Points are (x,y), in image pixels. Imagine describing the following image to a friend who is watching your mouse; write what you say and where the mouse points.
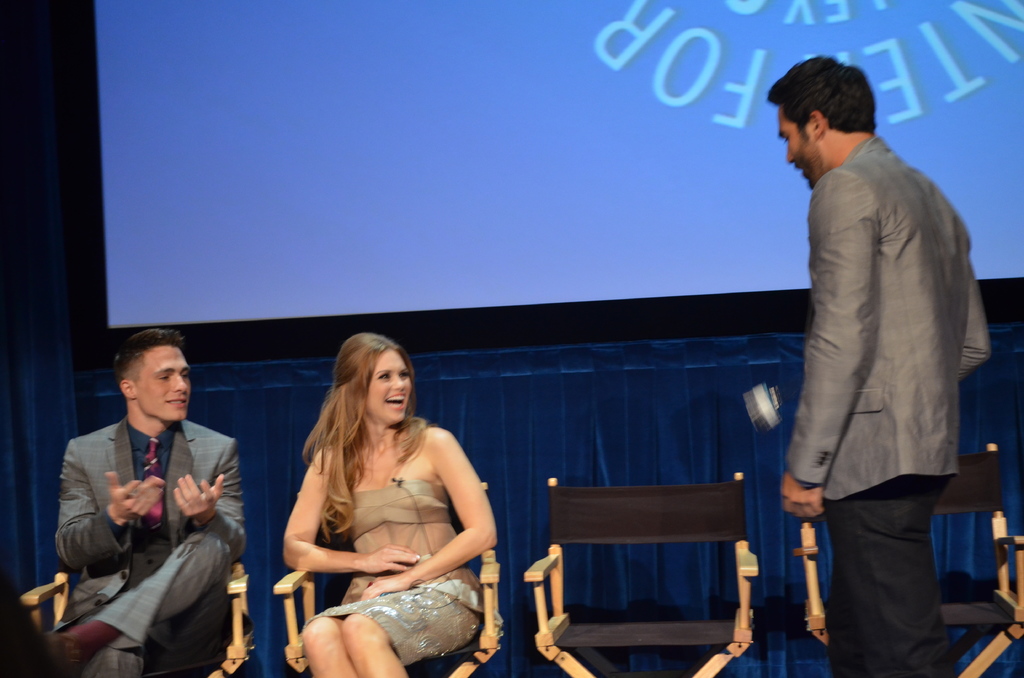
In this picture we can observe three members (854,436). Two of them are men (925,338) and the other is a woman (359,491). There are four chairs (538,588) which are in black and cream color. In the background (296,495) we can observe a screen (458,217) and a blue color curtain (459,402).
